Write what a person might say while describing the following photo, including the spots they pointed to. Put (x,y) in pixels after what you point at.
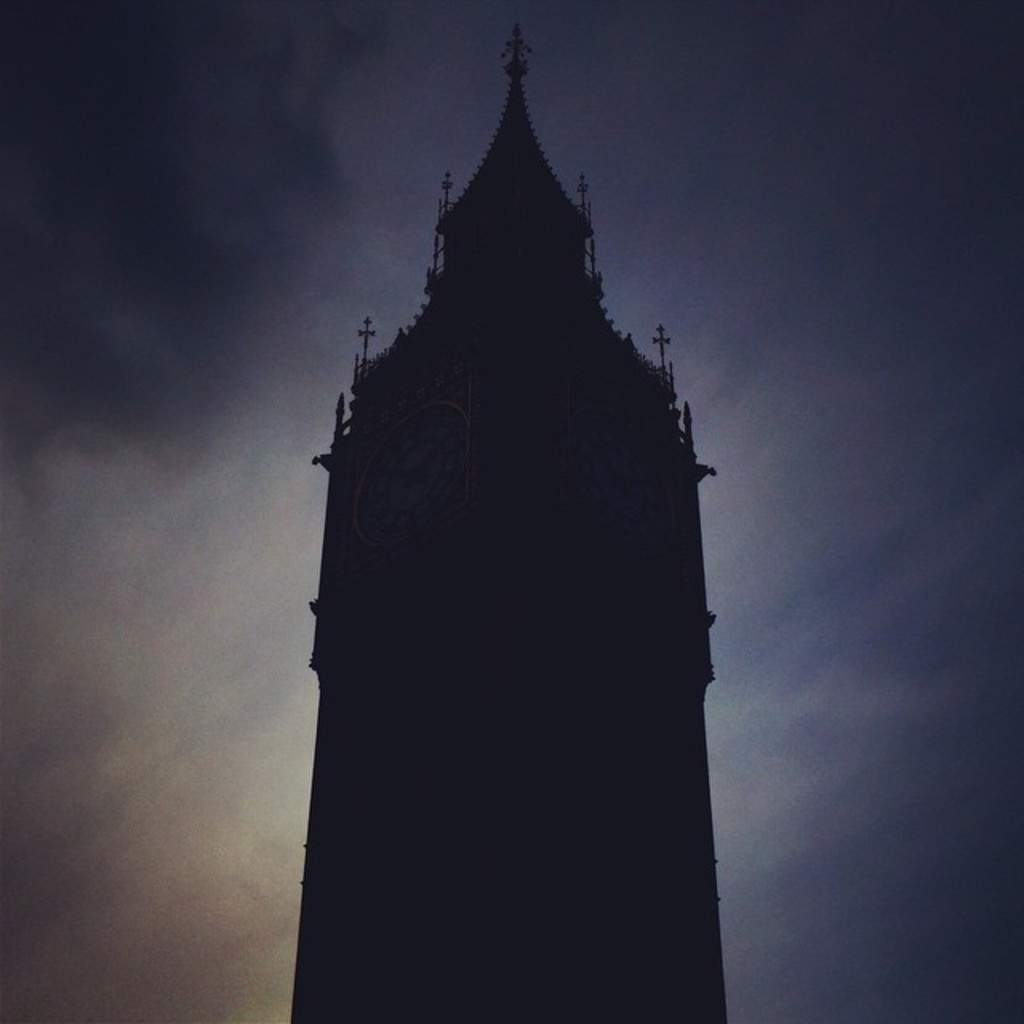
In the middle of the picture (463,393), we see the clock tower (629,683). In the background (221,315), we see the sky (828,497), which is blue in color. This picture is clicked in the dark.
